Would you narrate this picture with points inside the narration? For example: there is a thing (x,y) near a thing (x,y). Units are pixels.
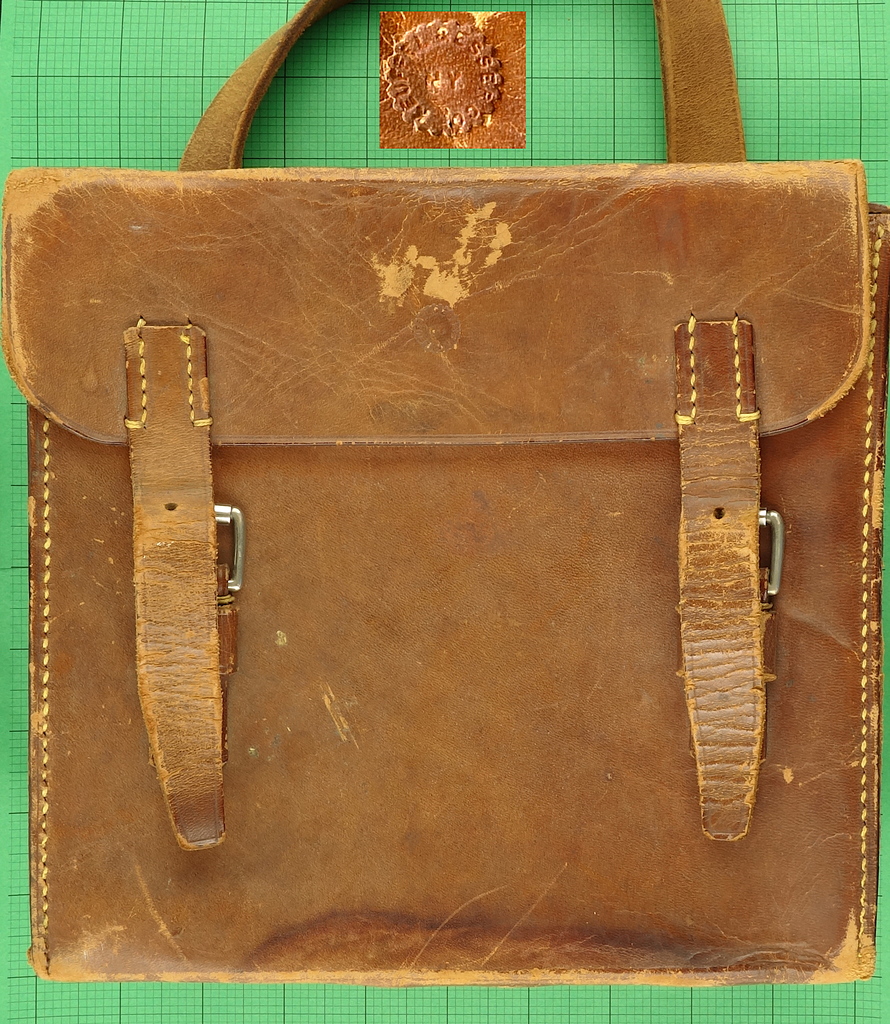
In this image I can see a brown color of handbag (758,246).
